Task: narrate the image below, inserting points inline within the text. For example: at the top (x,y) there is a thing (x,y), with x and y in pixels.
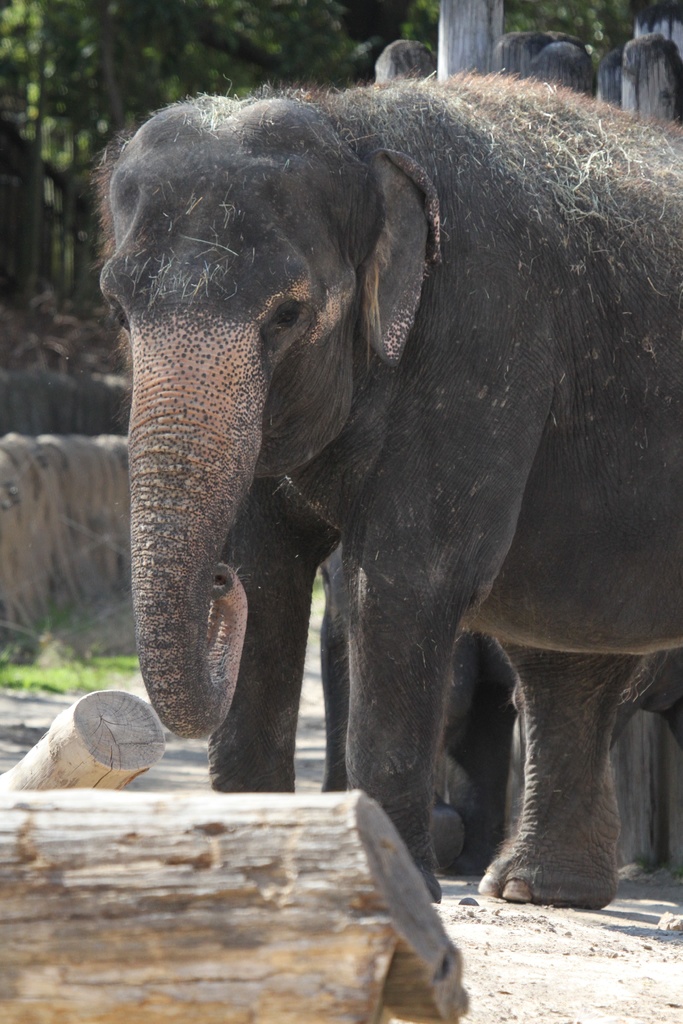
In this picture, we can see an elephant (411,595), trunks (278,952) of trees (120,693), ground (27,695), grass (61,686), poles (488,34), and trees (193,65).
